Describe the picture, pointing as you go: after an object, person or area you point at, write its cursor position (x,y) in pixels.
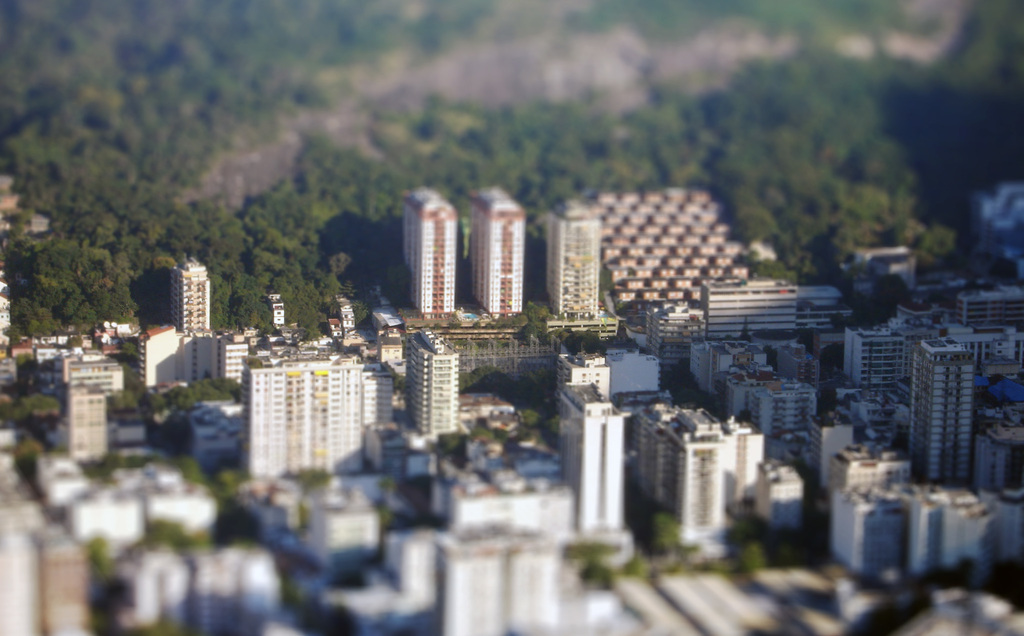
This is the aerial view of a city (287,381), there are many buildings (538,456) on the land (564,401) all over the place, in the back (478,160) there are many trees (108,204).
